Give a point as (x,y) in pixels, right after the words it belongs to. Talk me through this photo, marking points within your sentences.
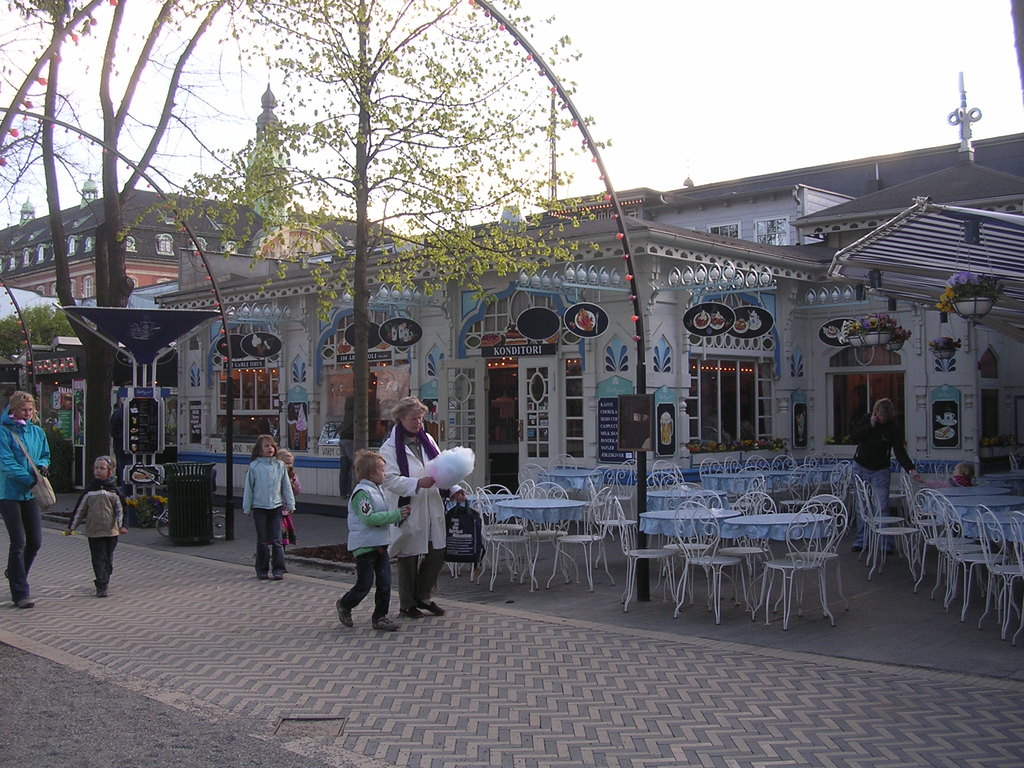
In the image we can see few persons (5,413) were walking on the road (314,607) and holding back pack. In the background (681,329) there is a sky (820,110), clouds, trees (200,180), building (720,362), wall (681,365), tables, chairs (673,548), light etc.
